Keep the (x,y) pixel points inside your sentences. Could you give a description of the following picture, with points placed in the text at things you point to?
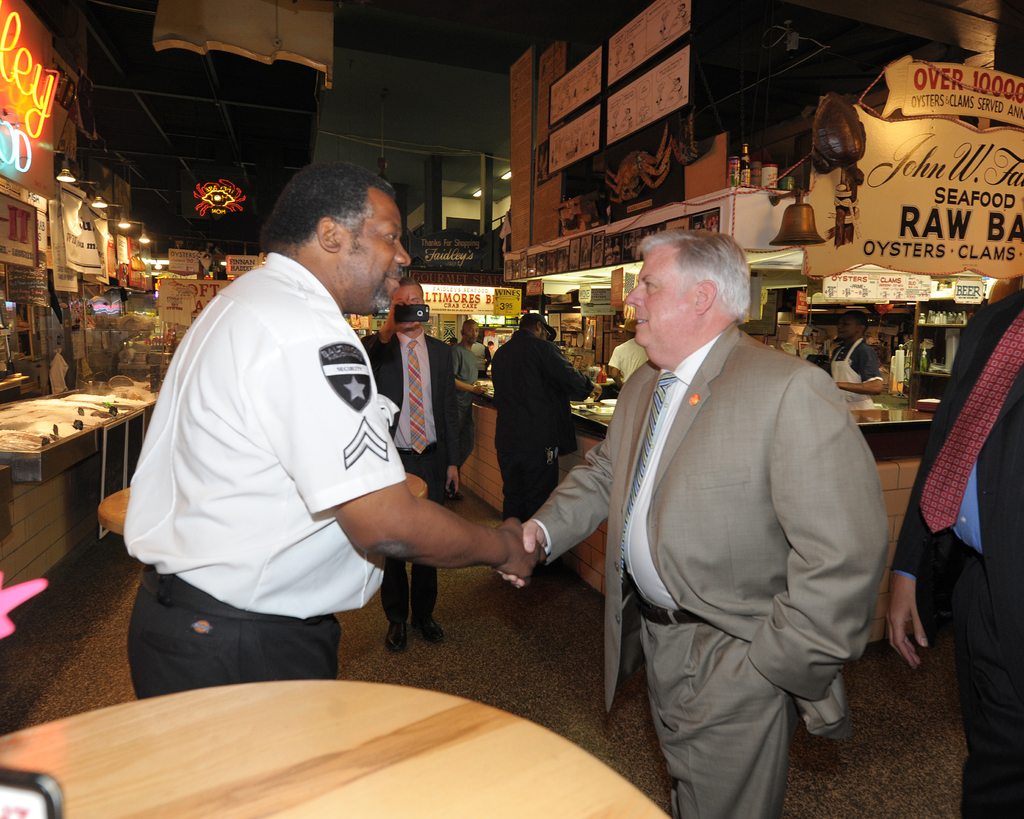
In the center of the image (498,400) we can see men (452,482) standing on the floor (53,593). At the bottom of the image (61,727) we can see table (273,729). In the background (14,154) we can see stores (616,147), person's (548,382), name boards (8,156), windows (475,199) and building (383,109).
